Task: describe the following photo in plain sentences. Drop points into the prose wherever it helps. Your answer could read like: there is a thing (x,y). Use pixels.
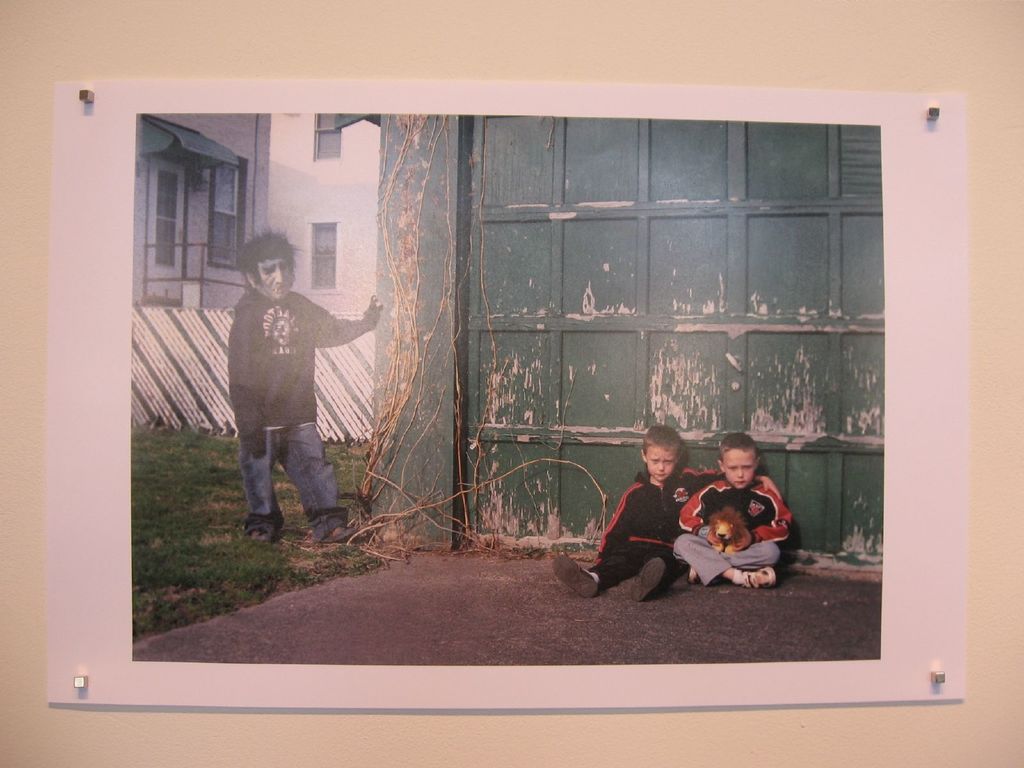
In this image we can see a paper (526,529) sticked to the board (469,35). In this image there are two persons (718,500) sitting on the road (606,635). Behind them there is a green door (577,282). At the left side of the image (331,331) there is a person (241,362) wearing a mask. At the bottom of the image (197,564) there is grass (200,559) on the surface (191,513). In the background of the image (245,220) there are buildings (303,205).
